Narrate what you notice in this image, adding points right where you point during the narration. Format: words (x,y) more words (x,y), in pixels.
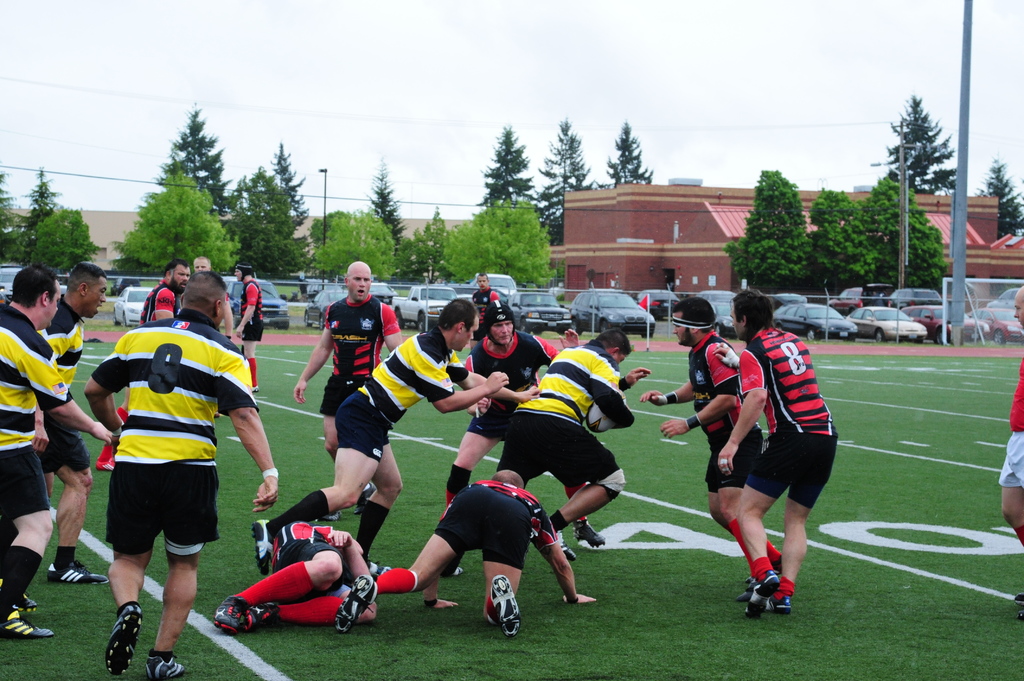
In this image we can see a group of people (712,405) playing the rugby game on the ground (971,361). Here we can see a man (614,422) holding the rugby ball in his hand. Here we can see a pole (961,105) on the right side (960,228). In the background (852,299), we can see the houses (670,224), trees (827,201), cars (627,304). Here we can see an electric pole (903,240) and electric wires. Here we can see the metal fence (679,298).
